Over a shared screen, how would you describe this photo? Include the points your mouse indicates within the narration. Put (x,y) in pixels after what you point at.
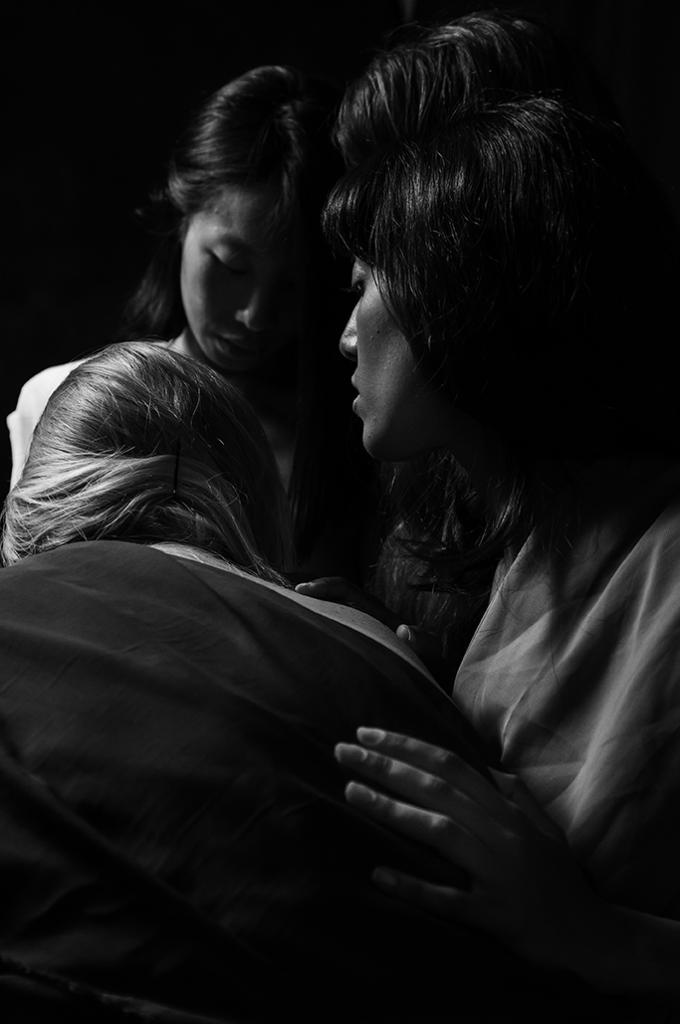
This is a black and white image. In this image there are three people (290,610) standing. The background (140,126) is dark.
